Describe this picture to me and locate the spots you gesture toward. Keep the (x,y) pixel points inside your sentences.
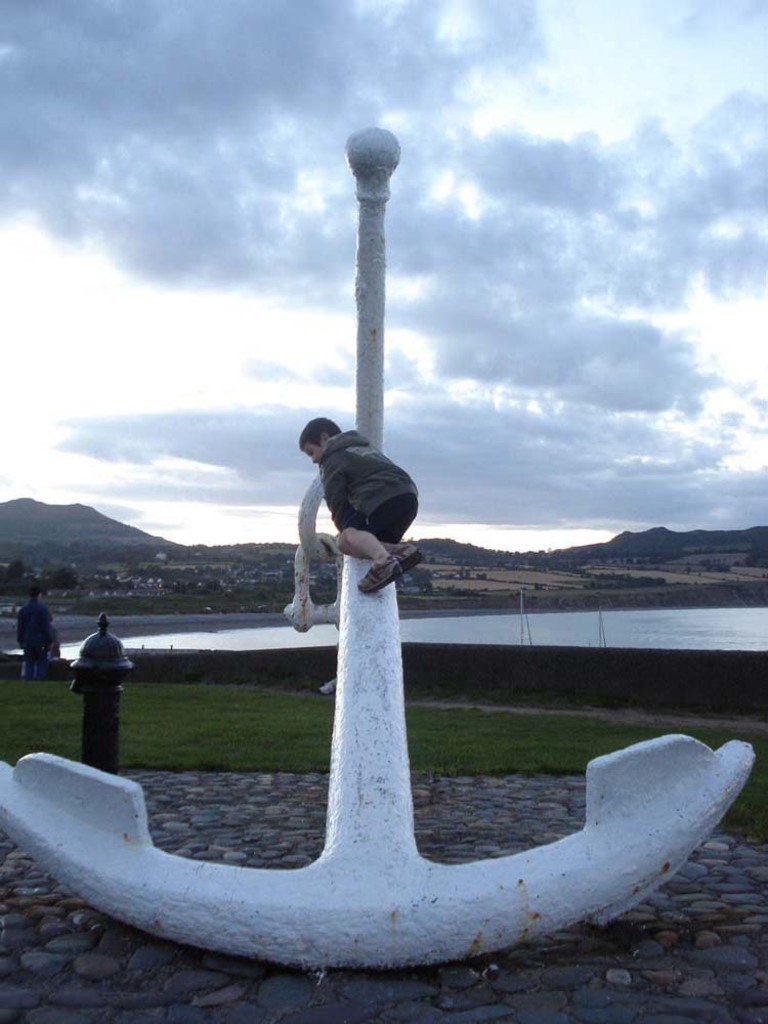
In this image I can see people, a fire hydrant (108,718), white color object (403,792), the grass (426,767) and other objects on the ground (519,814). In the background (537,559) I can see the water (646,626), mountains (503,590), trees (235,584) and the sky (469,321).
